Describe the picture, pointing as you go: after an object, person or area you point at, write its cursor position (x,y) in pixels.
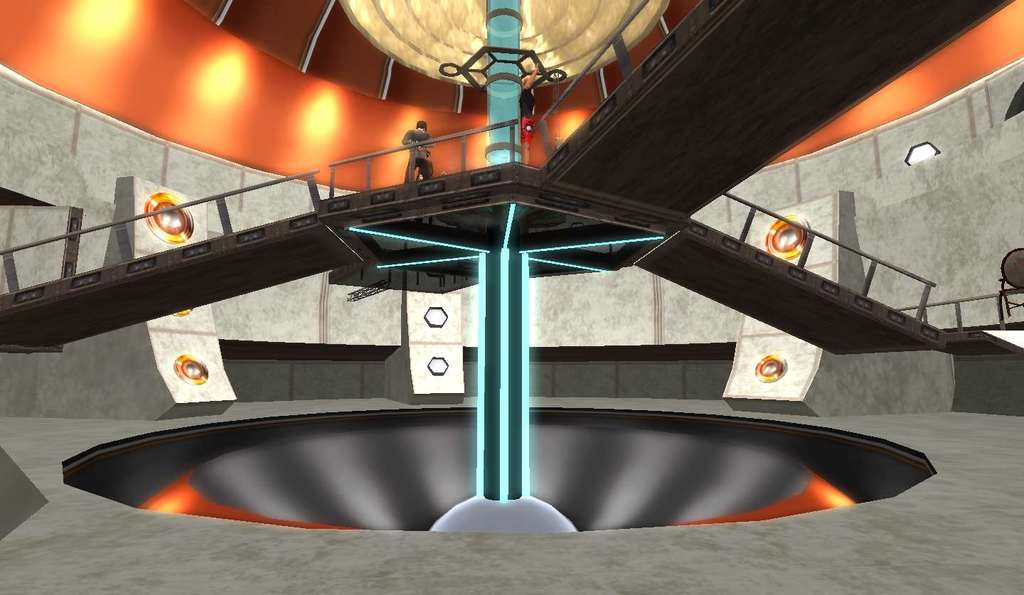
In this picture I can observe a graphical image. There are three ramps (293,245) in this picture. In the background (184,90) I can observe wall (578,304).
